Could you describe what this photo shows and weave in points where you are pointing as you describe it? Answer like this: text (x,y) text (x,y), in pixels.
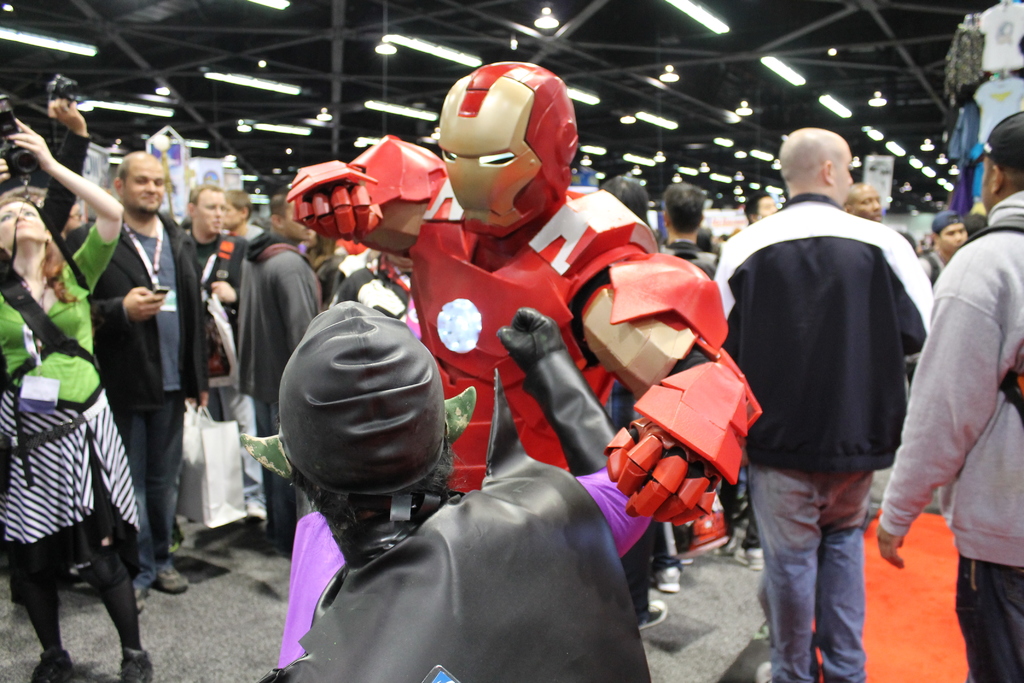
In this picture we can see there are two people (427,541) in fancy dress (435,519) and behind the people (563,440) there are groups of people (149,363) and two people (70,272) are holding the cameras (12,127). There are ceiling lights (827,96) on the top (592,92).
